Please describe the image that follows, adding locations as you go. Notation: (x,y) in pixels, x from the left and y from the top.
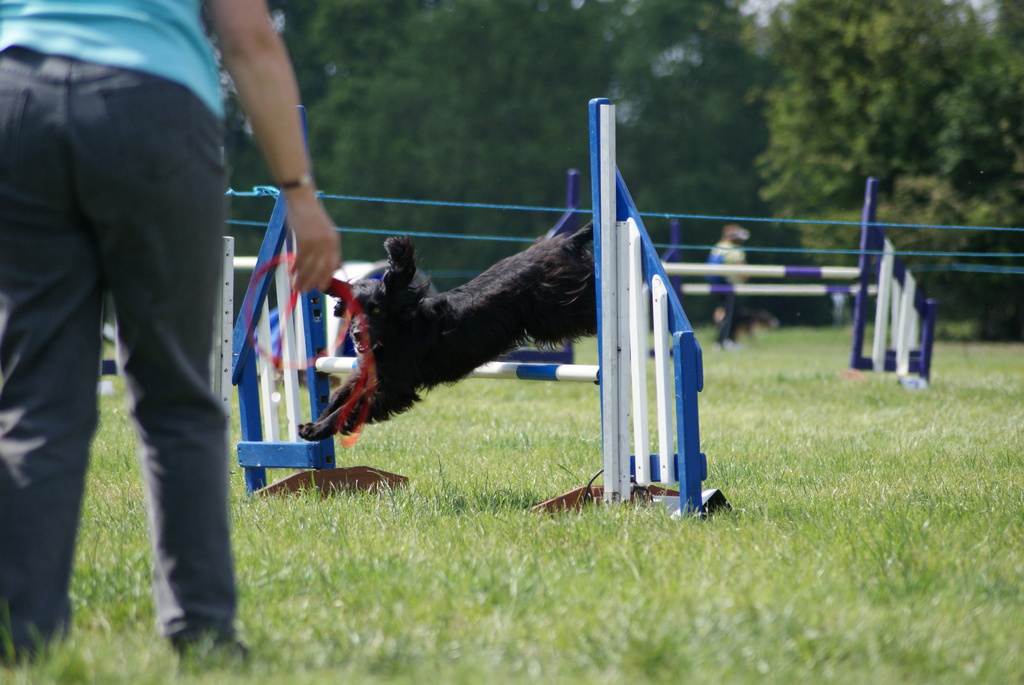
In this picture we can see a person (171,450) on the left side (167,437), at the bottom (620,627) there is grass (486,552), we can see a dog (436,343) jumping, in the background (582,180) there are some trees (865,86), we can see another person (737,263) in the background (736,245).
